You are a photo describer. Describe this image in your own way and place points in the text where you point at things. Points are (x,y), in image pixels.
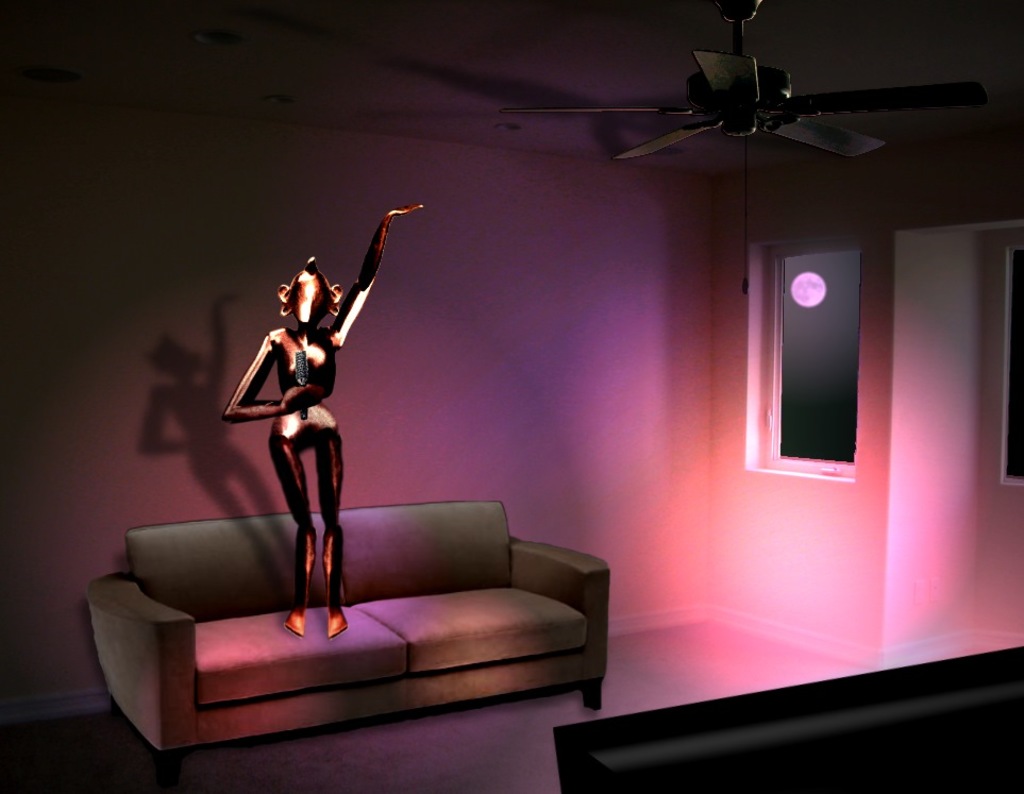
Here we can see a doll (333,360) standing on a couch (196,568) and we can see a fan (917,101) and there is a window (806,272) and we can see a moon (792,281) and this looks like an animated image.
